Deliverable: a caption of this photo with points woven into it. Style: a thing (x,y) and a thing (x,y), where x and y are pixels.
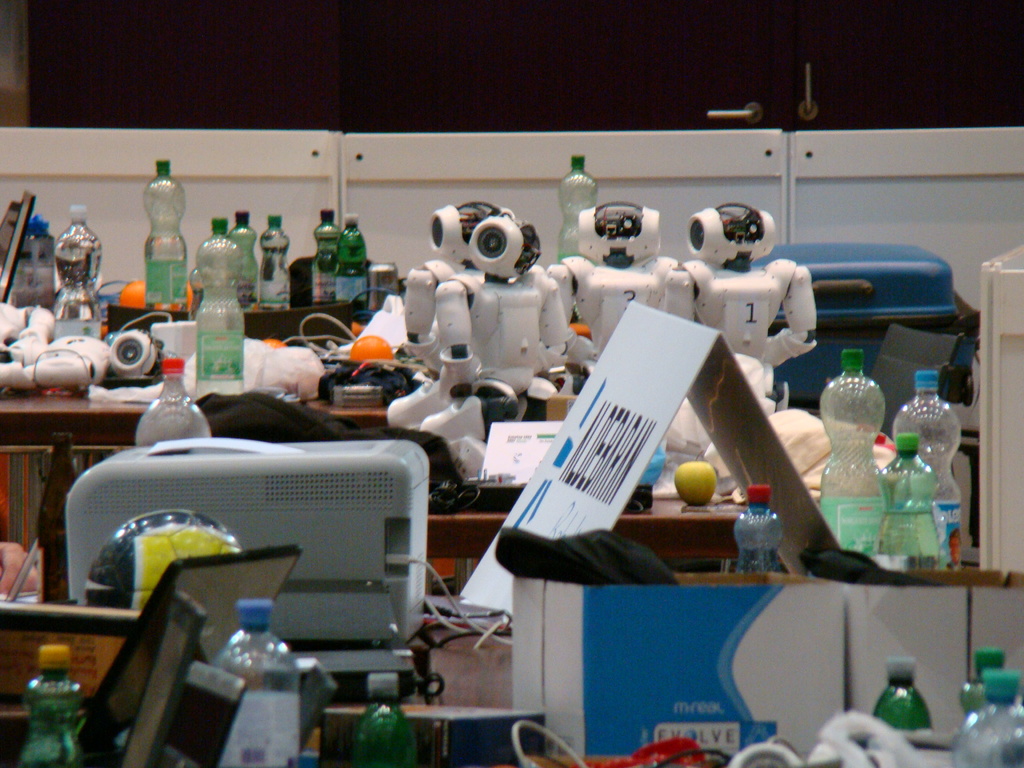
In this image I can see robot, bottles (220,298), cardboard box (859,634), board (615,418), ball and the wires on table (94,435).
